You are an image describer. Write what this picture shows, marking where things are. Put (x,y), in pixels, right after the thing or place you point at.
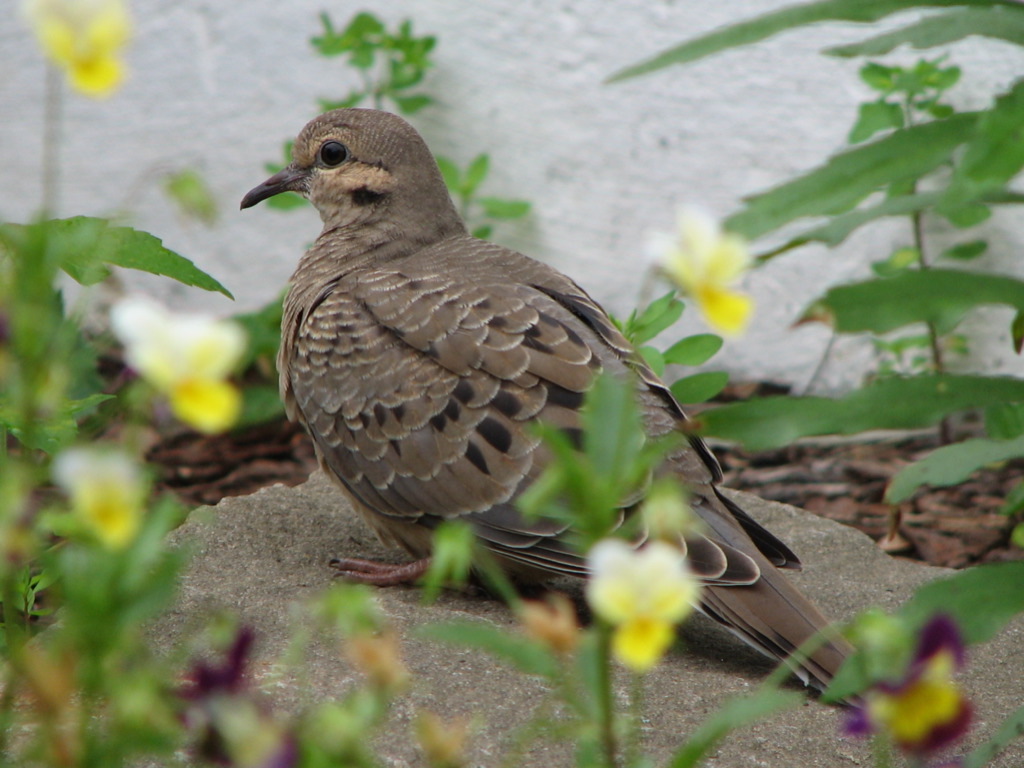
In this image, I can see a bird (499,389) standing on a rock (388,587). I think these are the plants (203,316) with the flowers (169,350). In the background (254,50), It looks like a wall (592,73), which is white in color.
